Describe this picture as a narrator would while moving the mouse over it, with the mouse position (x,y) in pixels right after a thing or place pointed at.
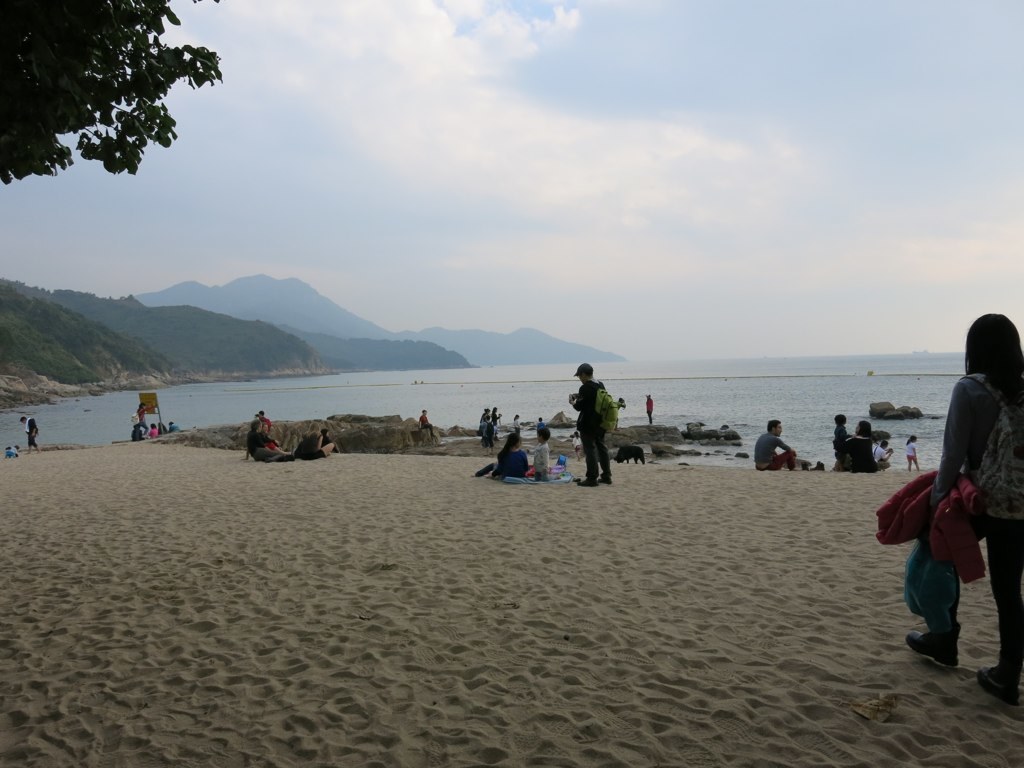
In the background of the image (258,355) there are mountains (297,351). there is water (756,369). At the bottom of the image (444,654) there is sand (588,632). There are people (580,416). To the left side of the image (5,106) there are trees (62,106).
